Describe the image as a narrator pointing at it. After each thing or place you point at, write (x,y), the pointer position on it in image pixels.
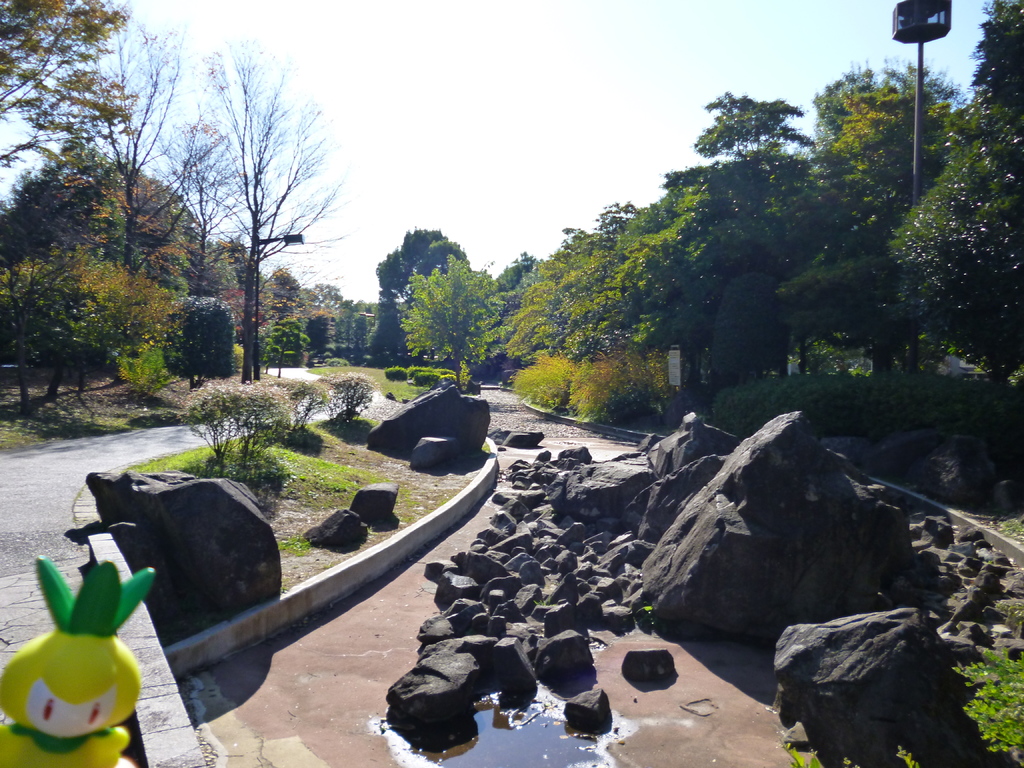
In this image in the foreground (431,607) there are some rocks (250,604), grass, plants (242,427), walkway (3,577) and one toy (84,628) and in the background (250,274) there are some trees (810,217), poles (255,252), and some lights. On the top of the image (622,138) there is sky (518,112).
